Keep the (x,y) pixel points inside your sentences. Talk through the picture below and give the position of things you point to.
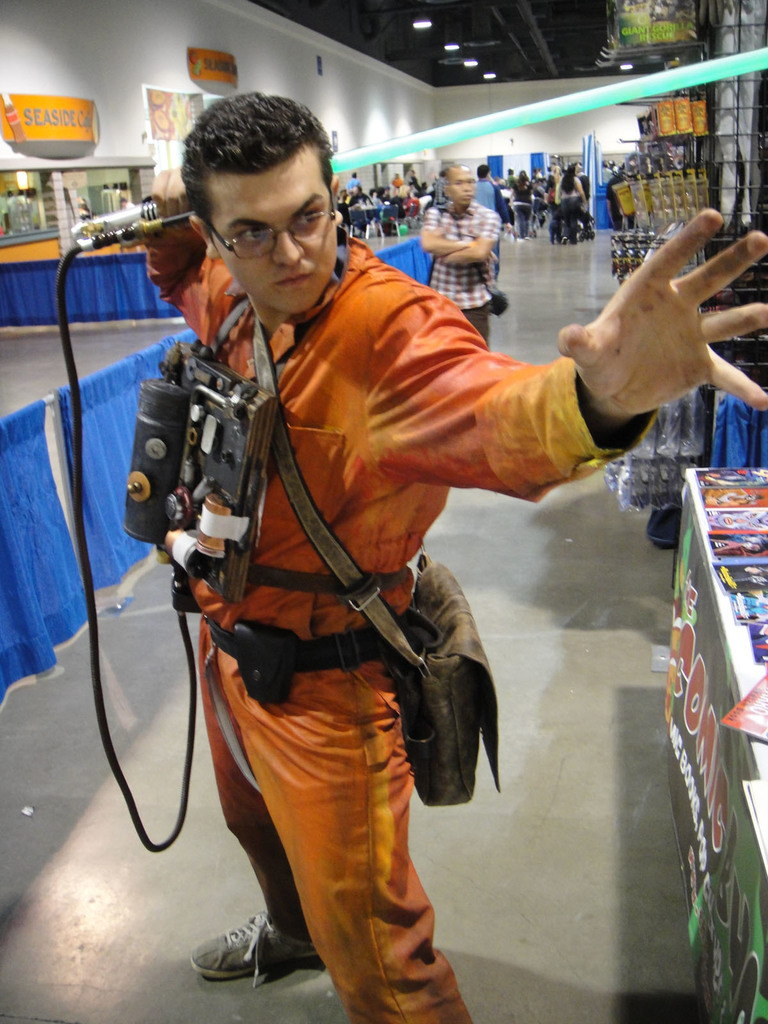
In the middle of the image (497,440) a person (462,328) is standing and holding something (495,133) in his hand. Behind him few people (493,256) are standing, walking and we can see some tables (713,615), on the tables (720,557) we can see some books (737,561) and products (720,557). At the top of the image (397,100) we can see wall (326,55), roof (518,57) and lights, on the wall (52,70) we can see some banners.
